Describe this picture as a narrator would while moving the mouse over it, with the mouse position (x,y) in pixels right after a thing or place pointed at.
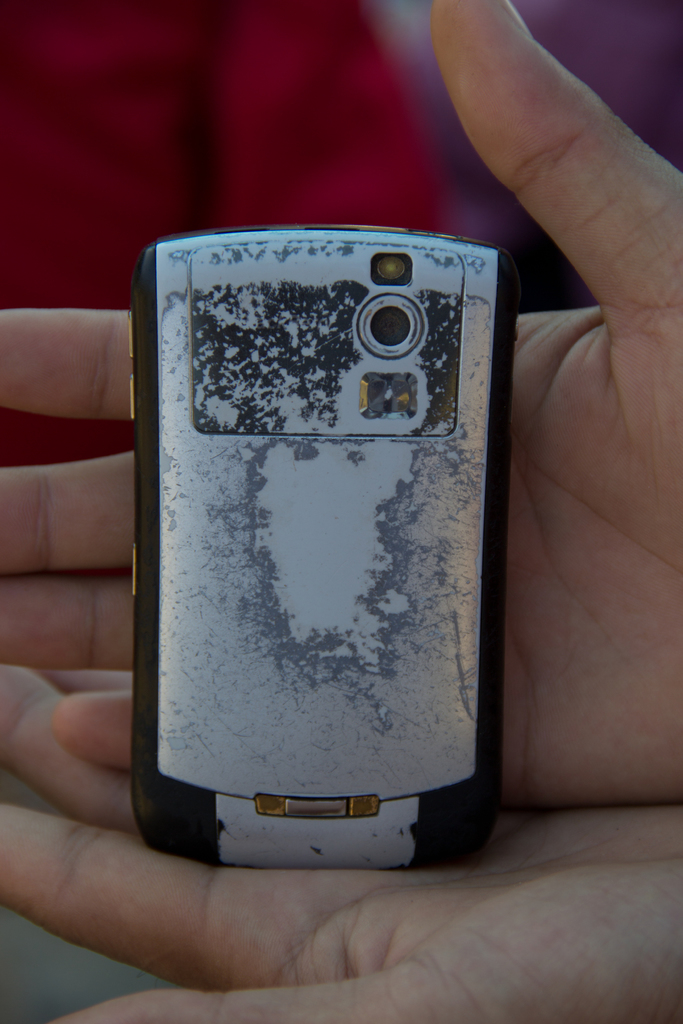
In this image there is a mobile (496,354) in hands (547,984), in the background (406,59) it is blurred.
